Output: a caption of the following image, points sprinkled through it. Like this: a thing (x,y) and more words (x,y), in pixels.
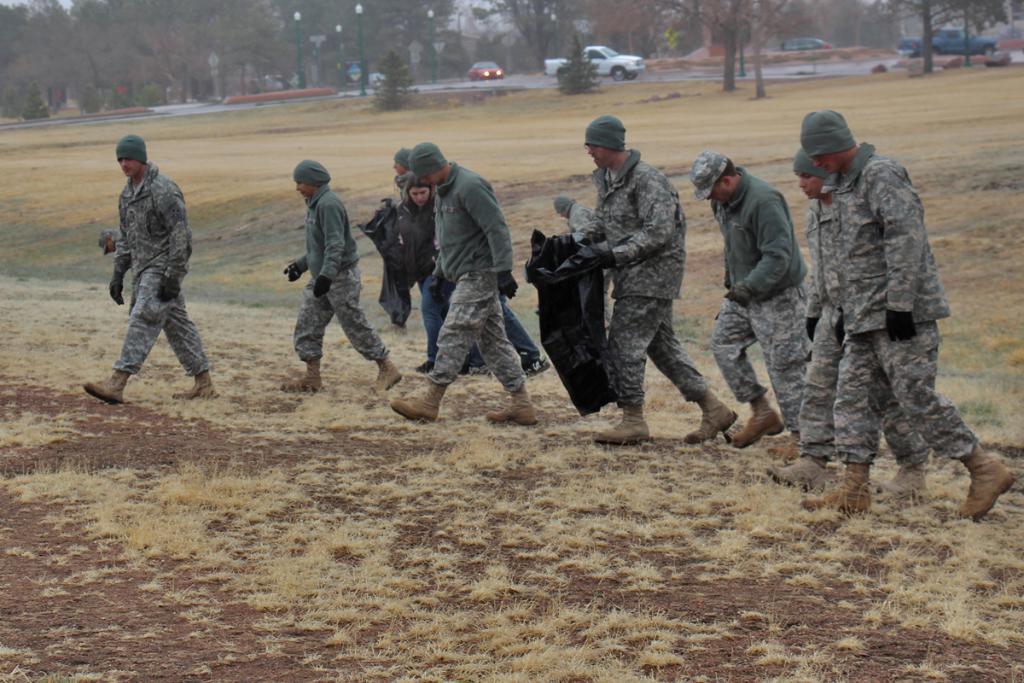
Here in this picture we can see a group of military people (755,326) walking on the ground (545,455), which is fully covered with grass (490,446) over there and all of them are wearing caps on them, some are wearing jackets (466,255) and sweaters (467,230) also and behind them on the road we can see cars (626,64) present over there and we can also see plants (404,102) and trees (196,41) present all over there and we can see some light posts (362,25) present over there.
